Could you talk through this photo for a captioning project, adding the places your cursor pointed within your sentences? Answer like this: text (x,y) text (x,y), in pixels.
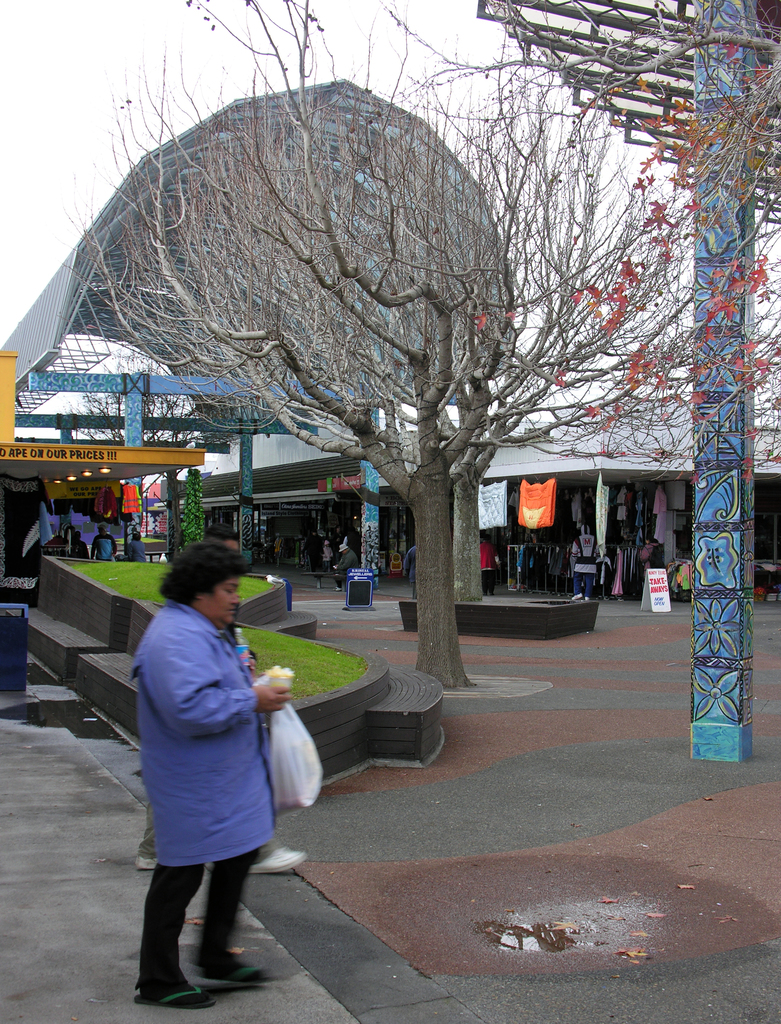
On the bottom left (160,851) there is a woman (209,770) who is wearing blue jacket (238,674) and slipper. She is holding plastic covers (284,767). Beside her we can see the grass (323,650) and steps (347,701). On the right (729,711) there is a painted pole (716,721). In the background (68,466) we can see building (667,503), shops (660,497), advertisement board (652,575) and peoples (583,572). At the top (24,84) there is a sky (26,62). Here we can see trees (438,407).
